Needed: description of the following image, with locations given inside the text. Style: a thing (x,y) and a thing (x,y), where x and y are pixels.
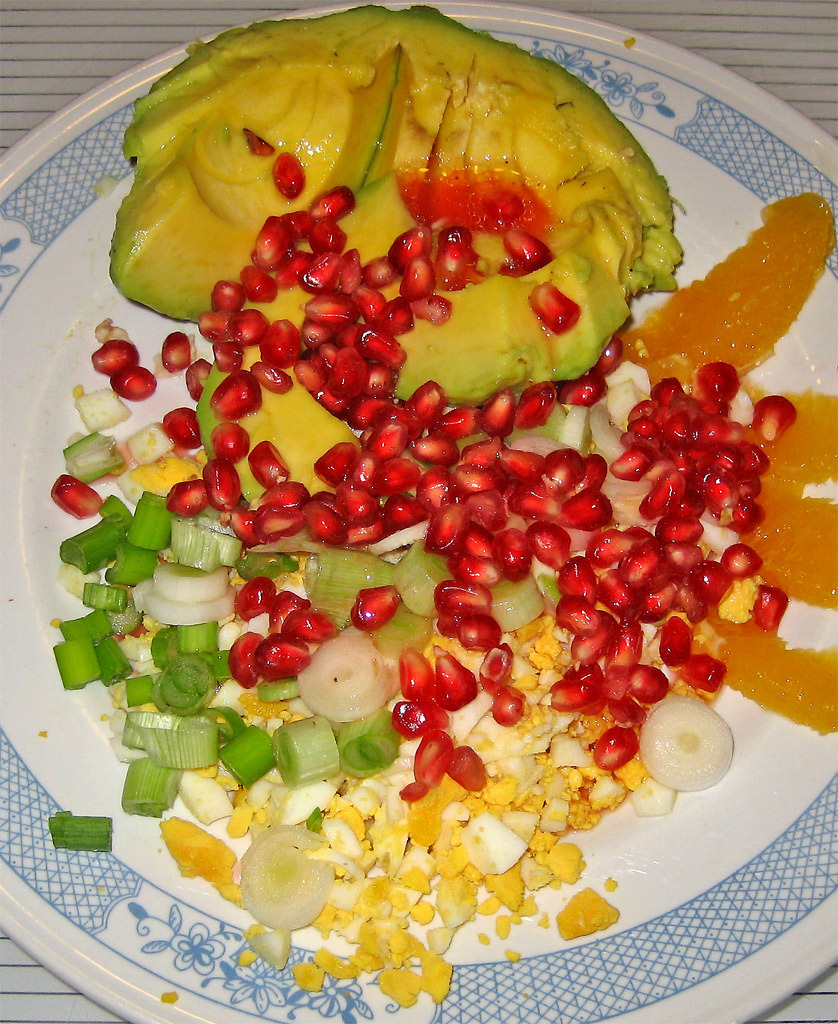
This image consists of a plate (433,1007). There are pomegranate (318,509) and herbs (295,728) along with onions (248,778) are kept on the plate (263,965). The plate (30,898) is kept on a mat (17,983).
